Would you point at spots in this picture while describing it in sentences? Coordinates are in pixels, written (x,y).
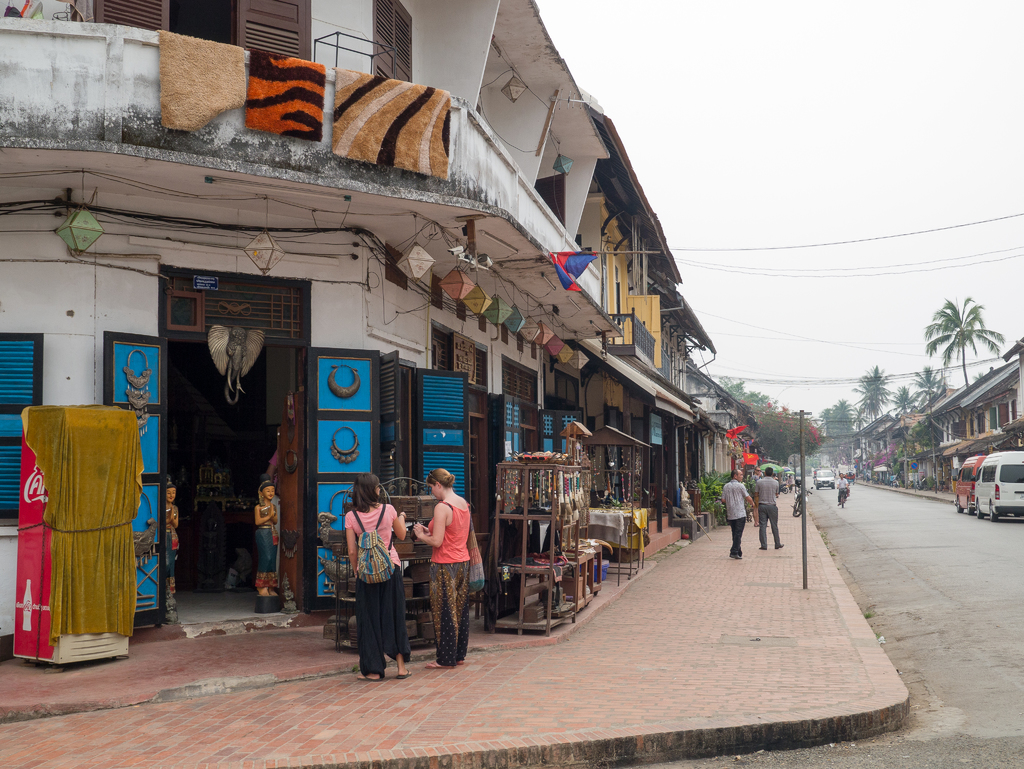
In this image there is the sky (821,172) truncated towards the top of the image (847,159), there is a building (297,240) truncated towards the left of the image (331,469), there are doors (136,367), there are windows (14,364), there are clothes (274,110), there are flags (564,262), there are objects (550,504) on the ground (212,662), there are persons (453,592) standing, there are persons (734,501) walking, there are buildings (940,426) truncated towards the right of the image (1003,439), there are vehicles (1001,471) truncated towards the right of the image (1019,463), there is the road (991,576) towards the right of the image (951,677), there are vehicles (829,481) on the road (854,535), there are persons (444,521) wearing bags (480,577), there is a refrigerator (79,458), there are wires (317,242), there is a board (214,282), there is text (202,277) on the board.
